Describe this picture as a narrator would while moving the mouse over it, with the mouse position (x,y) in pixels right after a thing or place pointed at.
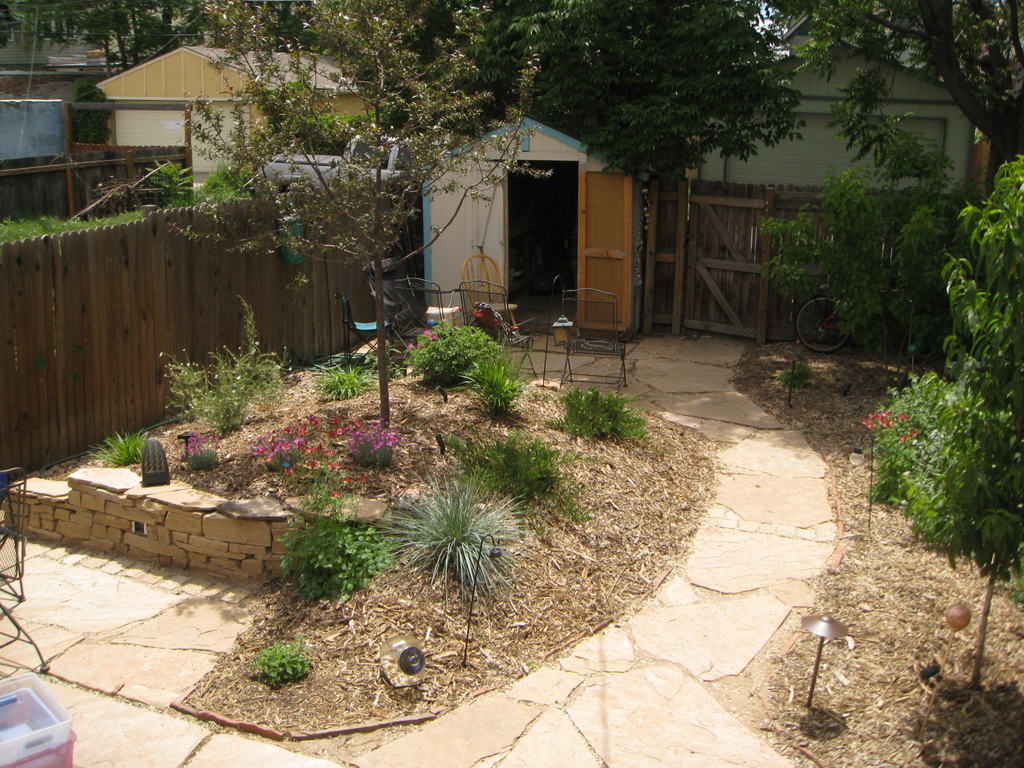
In this image we can see some houses (562,262) with roof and a door (602,275). We can also see wooden fence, a bicycle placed aside, some chairs (482,283), tables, some plants (344,537) with flowers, trees (575,102), containers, poles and a pathway (685,613).
